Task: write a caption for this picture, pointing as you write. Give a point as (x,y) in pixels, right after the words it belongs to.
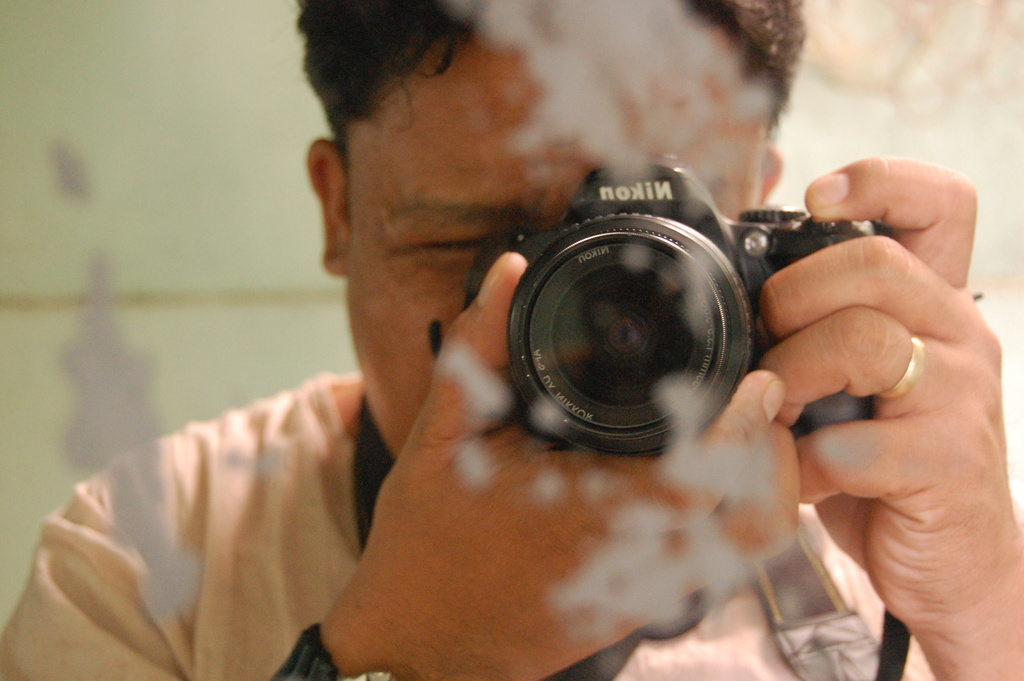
In this image in the center (388,277) there is one man (363,313) who is holding camera (734,265) and clicking pictures, on the background (92,336) there is a wall (219,247).
